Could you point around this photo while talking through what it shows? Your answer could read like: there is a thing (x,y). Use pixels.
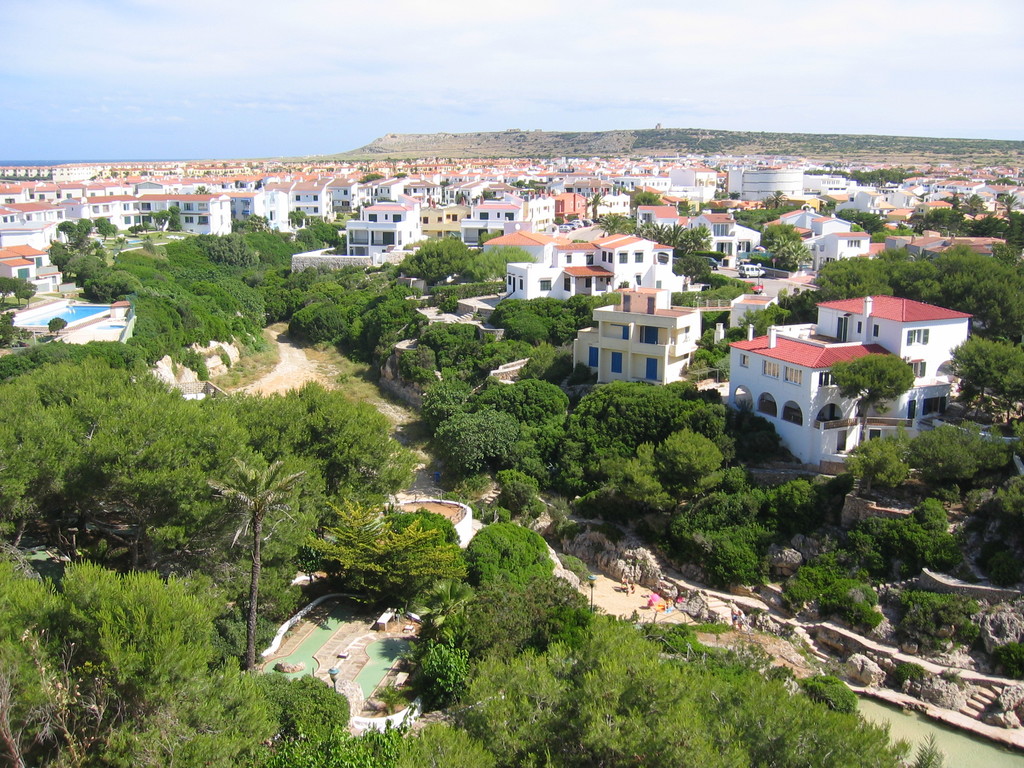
This is an aerial view of an image where we can see trees (461,746), water (962,749), rocks (955,687), steps (981,700), buildings (611,332), hills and the sky (239,105) in the background (554,150).
